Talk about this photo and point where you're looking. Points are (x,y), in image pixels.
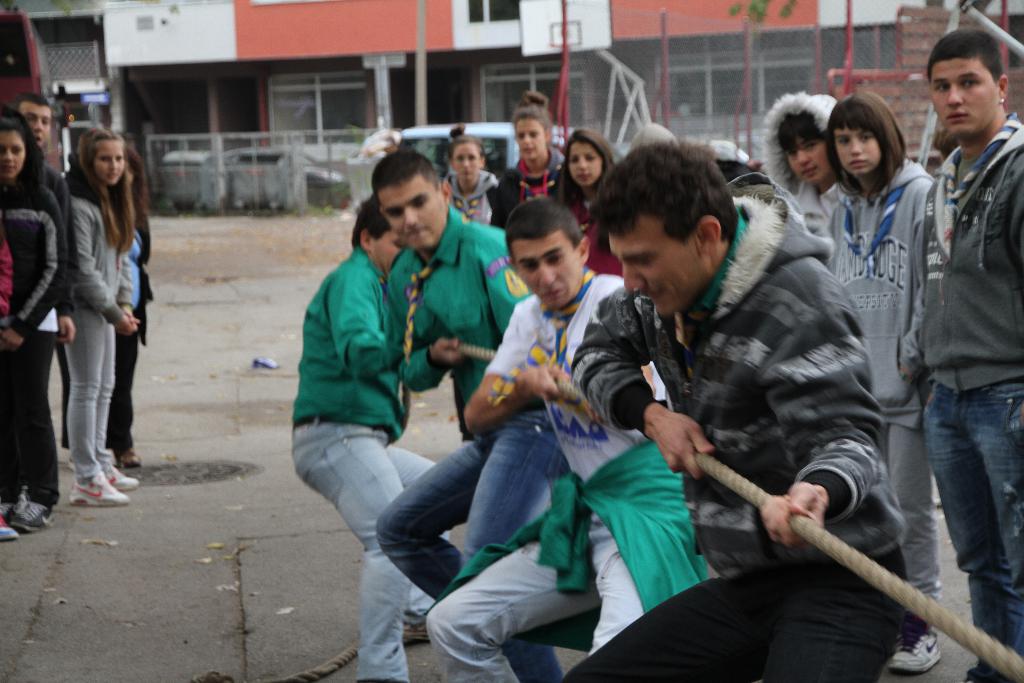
In this image I can see group of people (72,301). In front (791,415) the person (719,406) is wearing gray and black color dress (751,663) and the person (847,460) is holding the rope (907,604). Background (294,110) I can see few poles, the building (397,29) is in white and peach color and I can see few plants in green color.
